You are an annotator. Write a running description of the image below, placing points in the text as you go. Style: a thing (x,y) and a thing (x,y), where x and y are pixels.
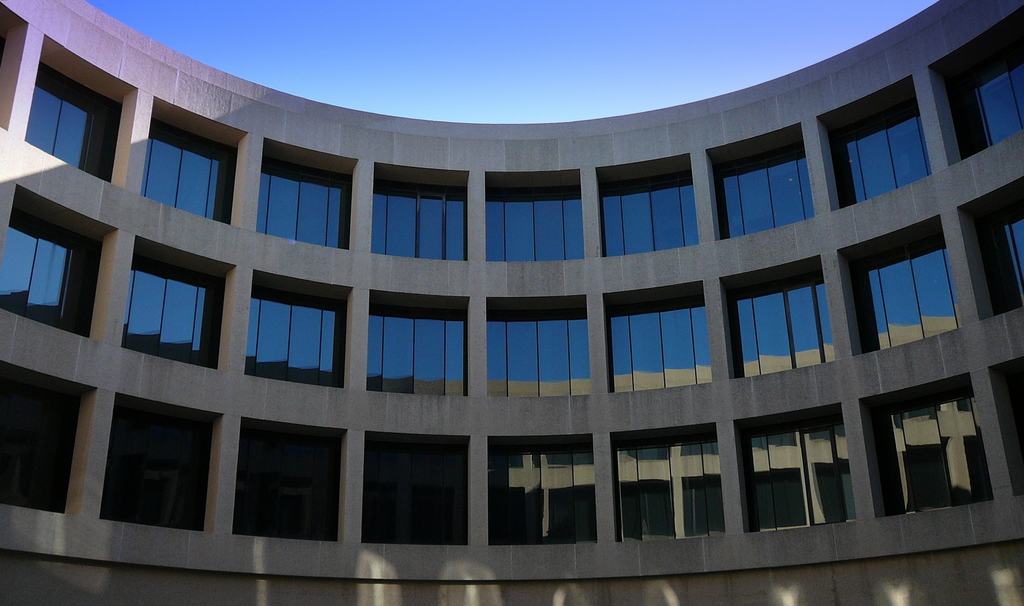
In this image I can see a building (556,274) and few glass windows (441,355) of the building (478,358) which are black in color and on the glasses (543,350) I can see the reflection (535,328) of the sky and the building (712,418). To the top of the image (403,5) I can see the sky (382,40).
